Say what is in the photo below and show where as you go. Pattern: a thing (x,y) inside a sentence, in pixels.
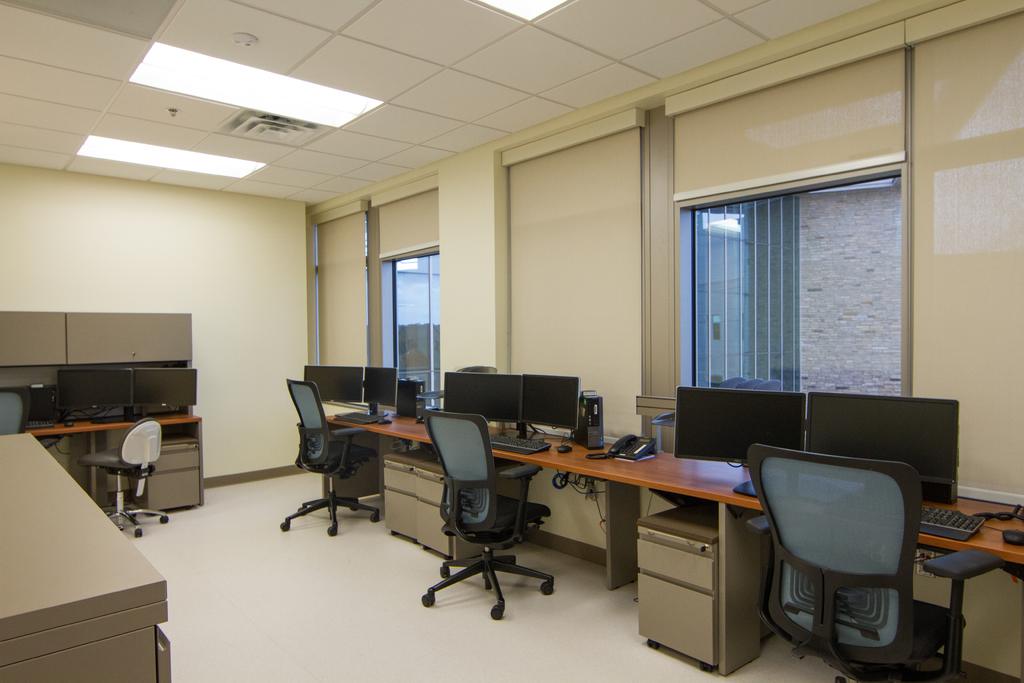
This is a picture of a computer room (403,464) where we have computer (447,409), keyboard (527,450), mouse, landline phone (604,453) in the table (558,458) and chair (950,555), at back ground (435,381) we have window (390,269), and lights (176,60) attached to the ceiling (289,48).
